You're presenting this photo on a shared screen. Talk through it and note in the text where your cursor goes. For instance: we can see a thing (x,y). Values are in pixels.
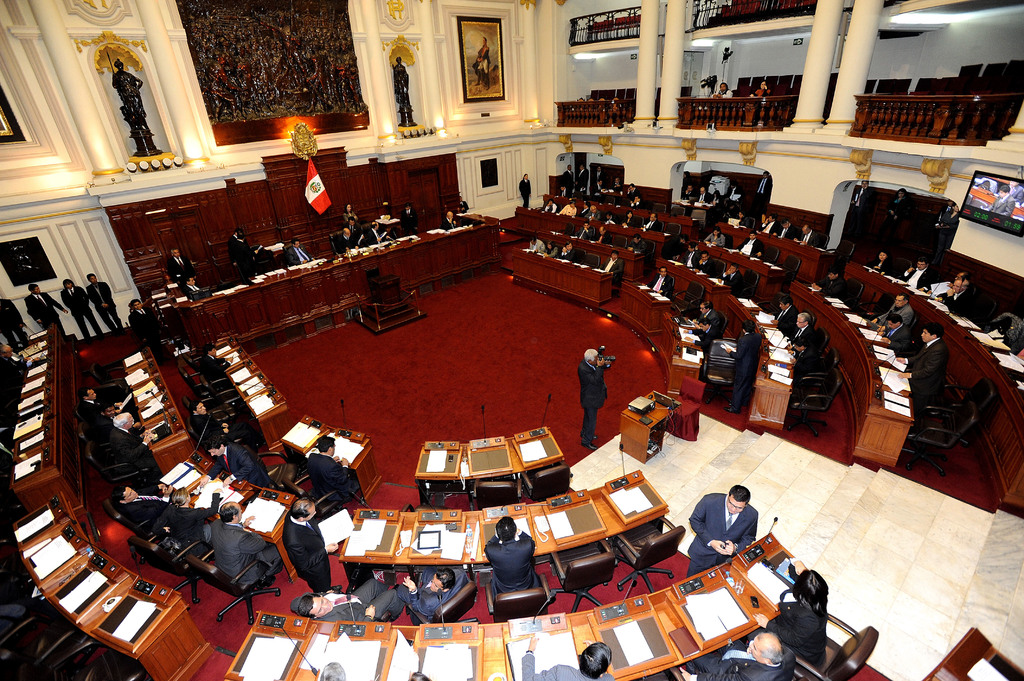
There are groups of people (181,492) sitting on the chairs (697,308) and few people (109,302) standing. This is the flag (320,187) hanging. These are the sculptures (127,93). I can see the photo frame (476,69) attached to the wall (520,90). These are the pillars (651,48). I can see the tables (53,500) with papers (95,588), files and mikes (775,526). This is the television screen (989,200), which is attached to the wall (1016,161). I can see a person (596,384) standing and holding a camera (599,354). This looks like a projector (634,404), which is placed on the table (635,421). I think this is the video recorder (709,85).
